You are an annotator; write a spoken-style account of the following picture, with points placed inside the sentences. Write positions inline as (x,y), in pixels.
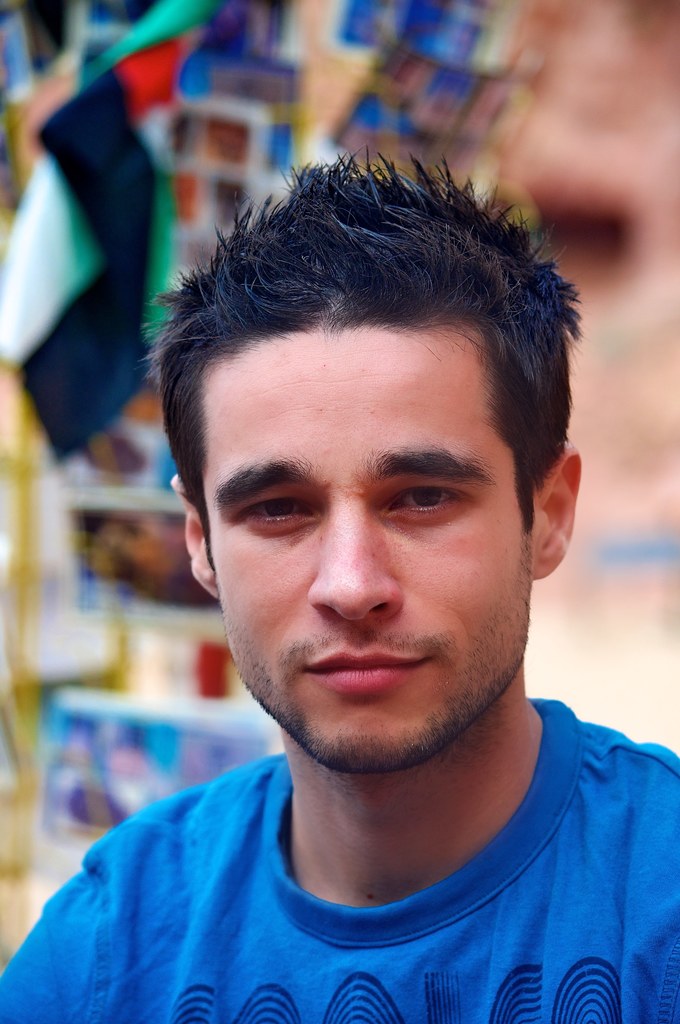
In the image we can see there is a man (317,899) and he is wearing blue colour t shirt (231,986). Behind there is flag (158,173) and the background of the image (51,626) is blurred.
